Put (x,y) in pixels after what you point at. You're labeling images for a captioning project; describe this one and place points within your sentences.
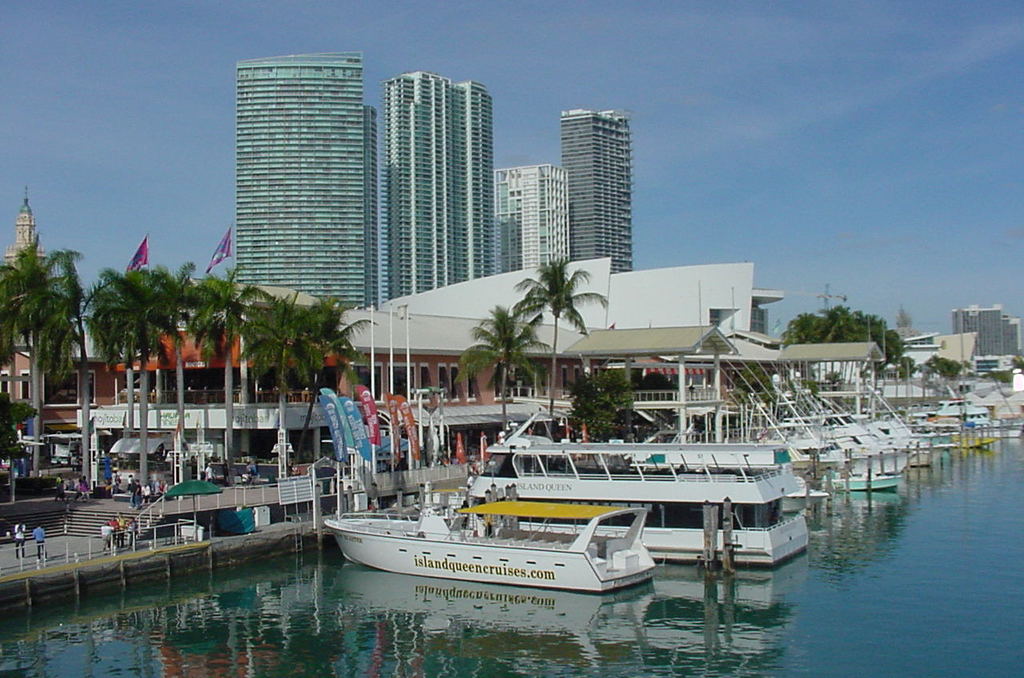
In this picture I can observe boats (676,491) floating on the water (422,590). I can observe trees (17,289) on the left side (150,321). In the background (113,403) there are some buildings (424,213) and sky (134,157).
